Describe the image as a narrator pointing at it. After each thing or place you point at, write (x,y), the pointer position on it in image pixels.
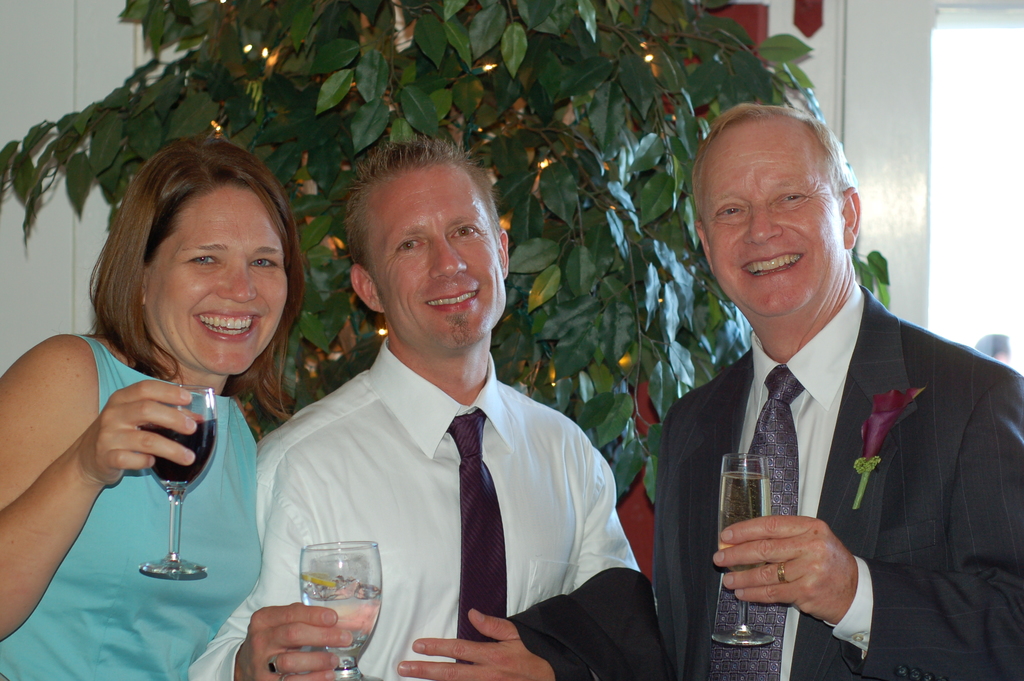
On the background (482,65) we can see a plant (507,71). Here we can see three persons (269,466) standing, holding drinking glasses (172,488) in their hands (842,589) and they are giving a nice pose with a smile to the camera.
